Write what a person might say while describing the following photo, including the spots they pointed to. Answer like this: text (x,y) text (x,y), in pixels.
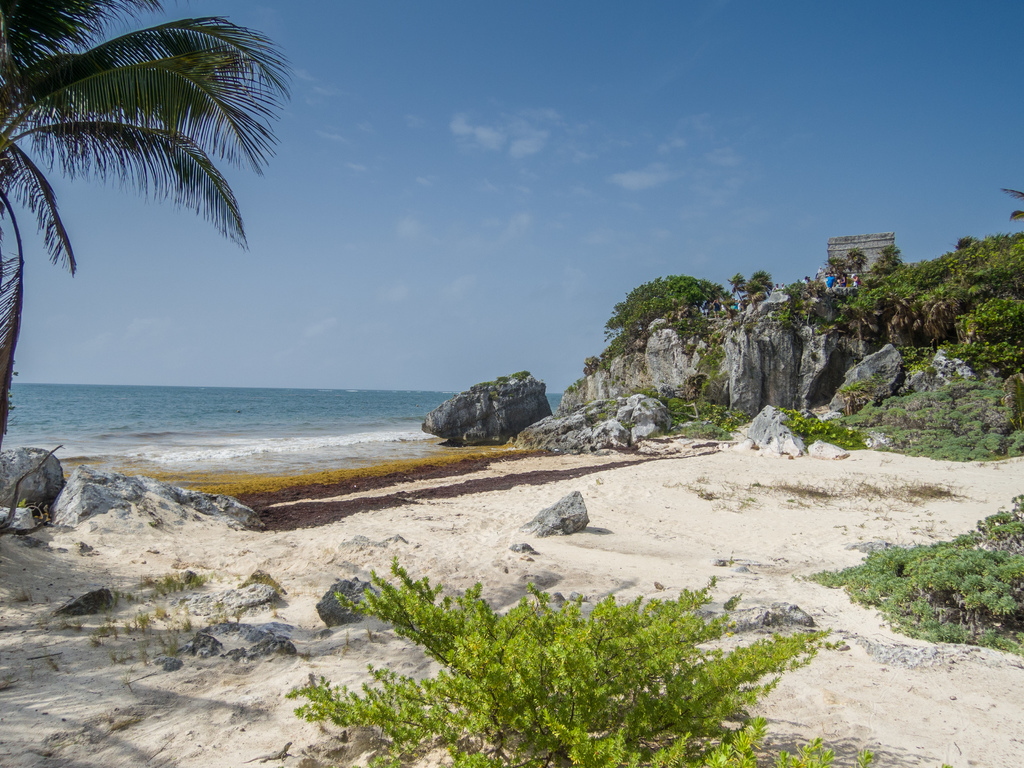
Front side of the image we can see plants (423,728) and left side of the image (20,38) we can see tree leaves (6,42). Background (27,412) we can see rocks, water (392,401), plants (714,335) and sky (473,187).
